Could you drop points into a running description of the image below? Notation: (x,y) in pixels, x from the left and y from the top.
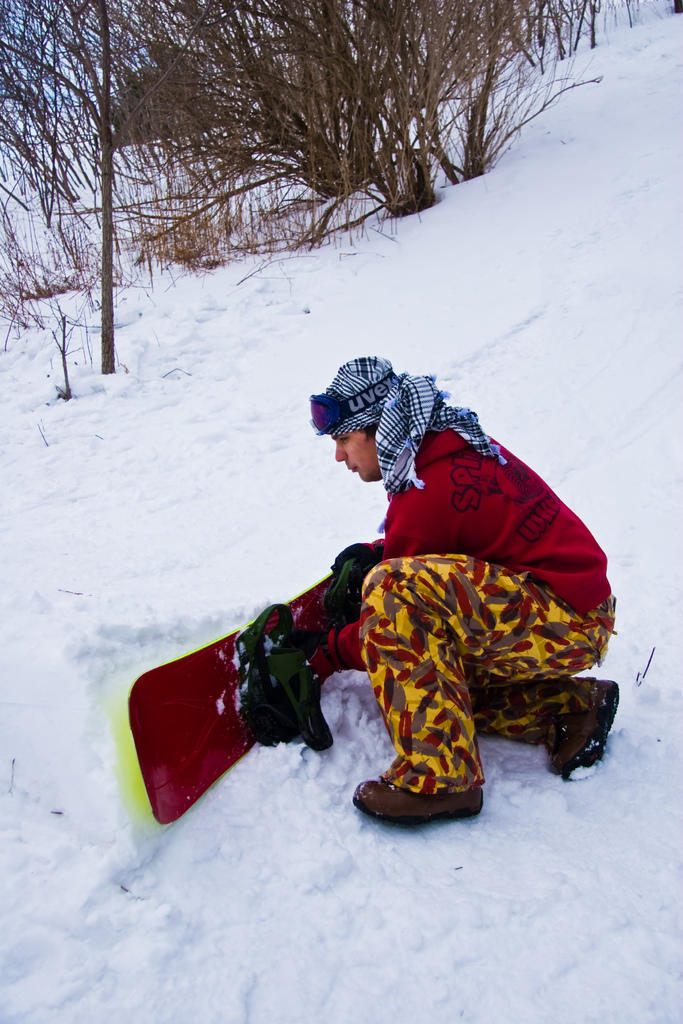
In this picture I can see a person (516,708) with a snowboard (336,611) on the snow (305,583), and in the background (260,132) there are trees (225,122).
